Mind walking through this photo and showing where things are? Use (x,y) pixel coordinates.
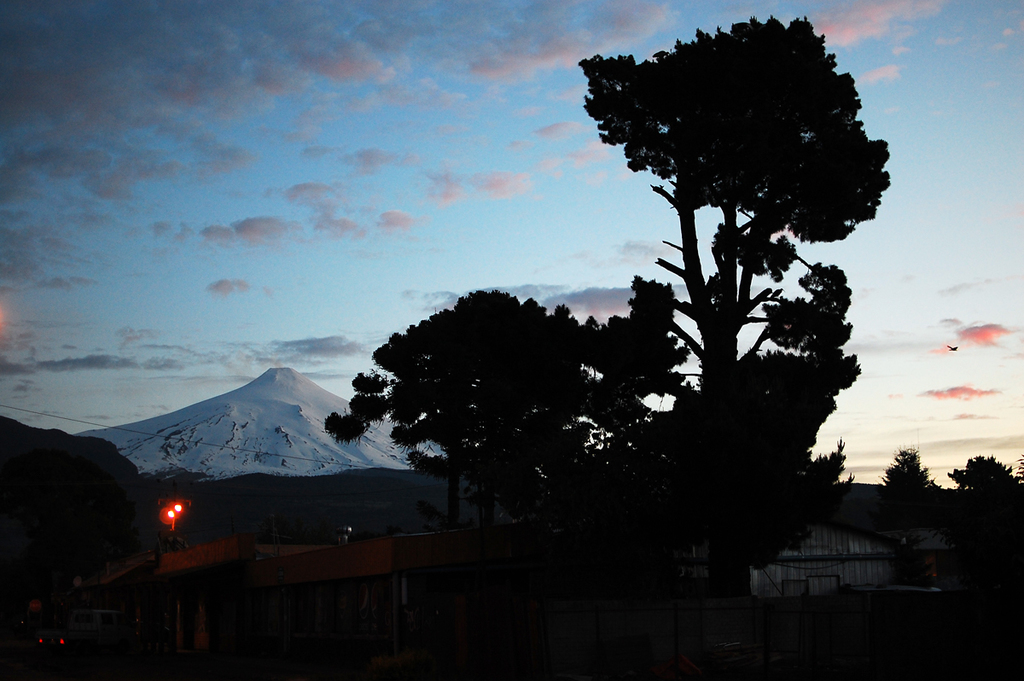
In this picture there are buildings (314,594) and trees (987,505). On the left side of the image (189,425) there is a mountain (347,406) and there are poles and there is a car (89,645) on the road (221,662). At the top (601,223) there is sky (495,233) and there are clouds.
